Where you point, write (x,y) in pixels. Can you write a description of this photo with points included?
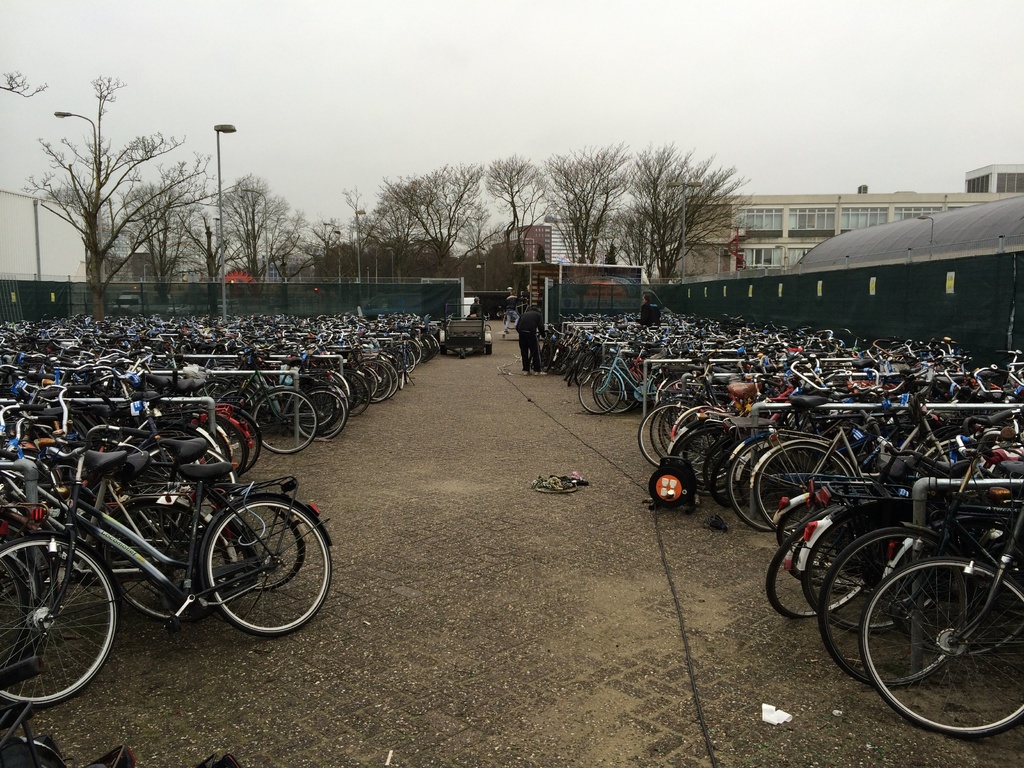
In this image we can see cycle parking lot (447,460). Background of the image (818,216) buildings (983,234), trees (405,226) and poles (222,128) are available. The sky (518,90) is in white color.
